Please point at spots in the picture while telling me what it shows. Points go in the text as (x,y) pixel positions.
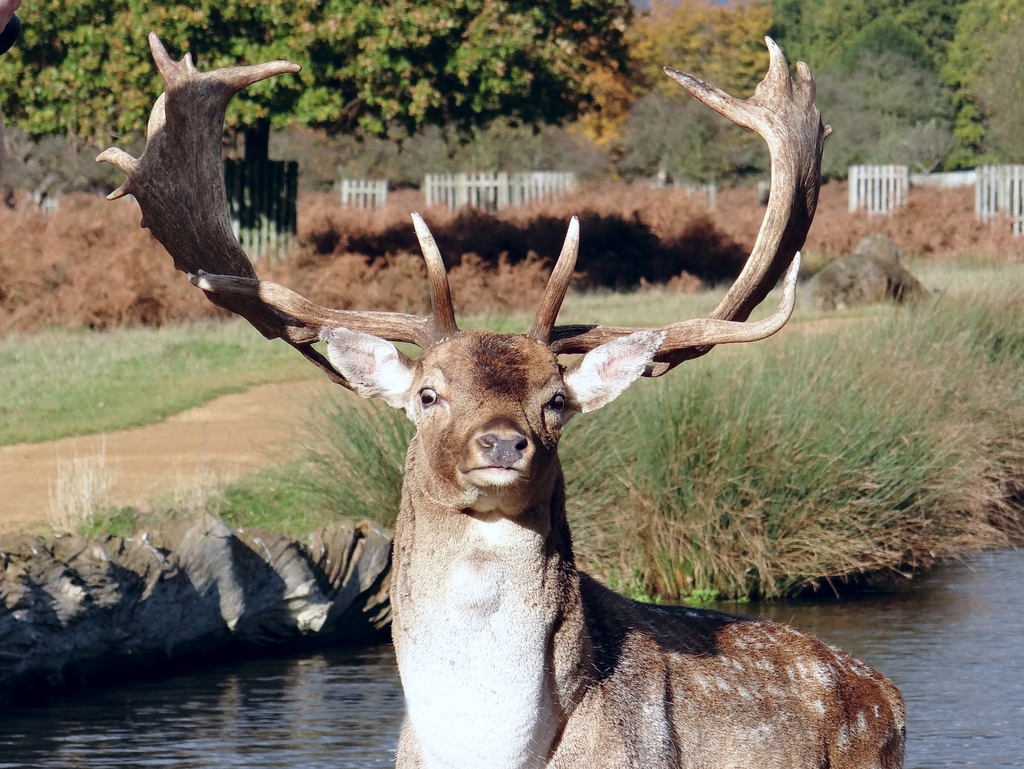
In this image I can see an animal (538,654) which is brown and cream in color, the water (244,707), some grass (672,549) and the white colored railing (443,197). In the background (697,48) I can see few trees (379,4) which are green, brown and yellow in color.
